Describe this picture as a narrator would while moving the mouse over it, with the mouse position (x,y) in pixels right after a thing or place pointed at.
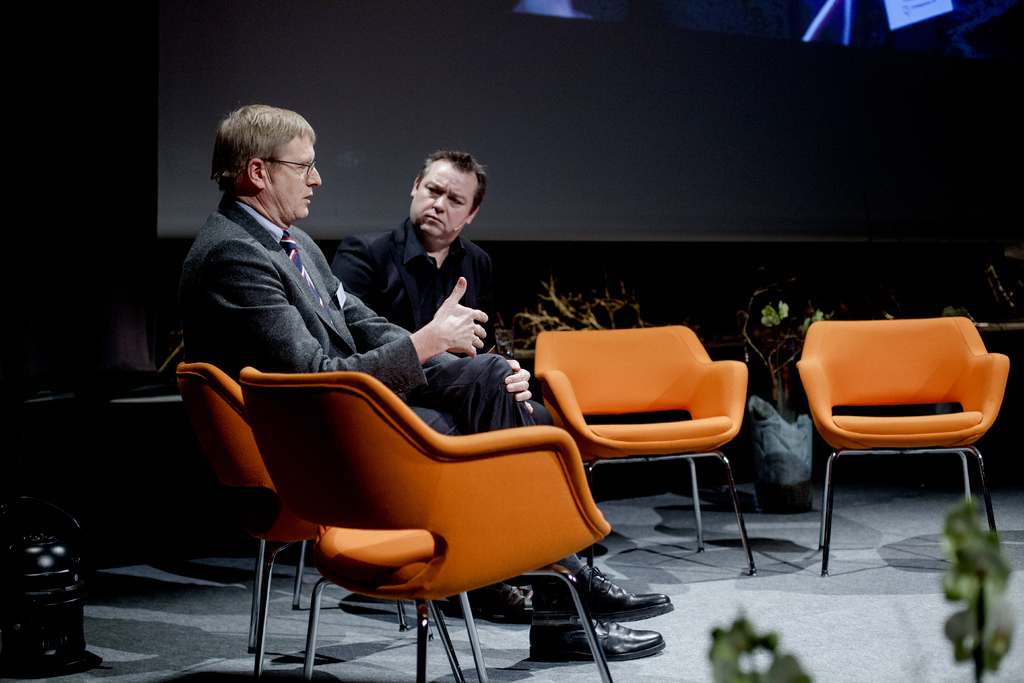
2 men (401,361) are sitting on the orange chairs (427,492). There are plants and a projector display (416,141) at the back (609,115).
